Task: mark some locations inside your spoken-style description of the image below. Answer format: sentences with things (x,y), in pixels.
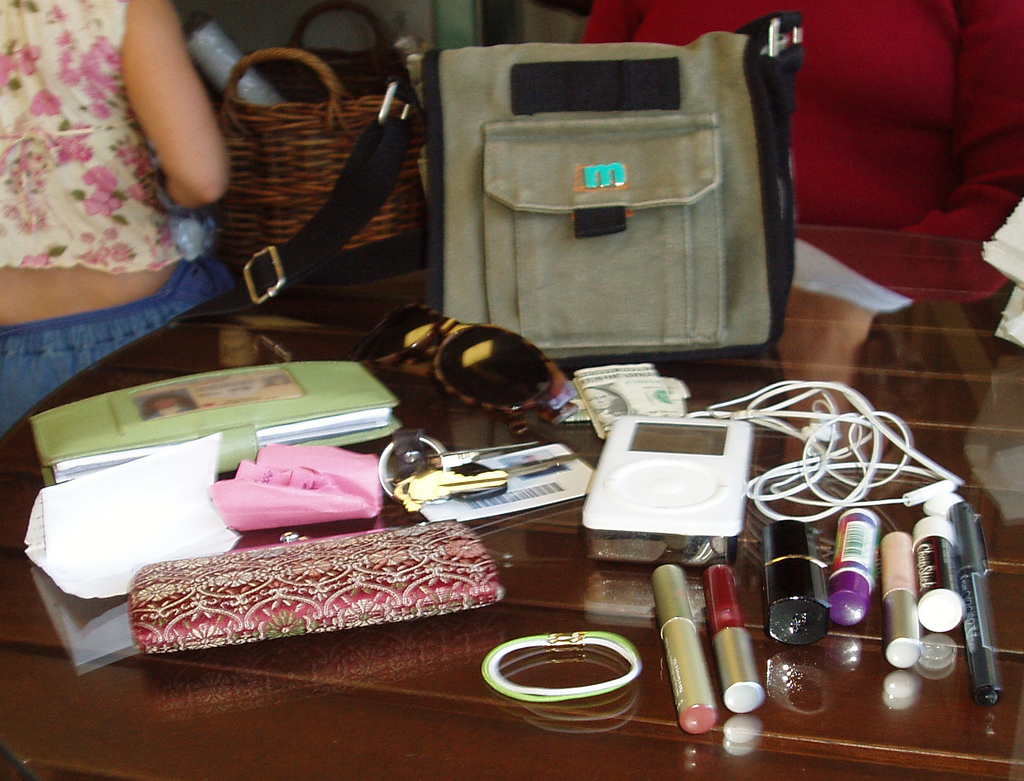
There is a table (107,700) in this picture on which some beauty accessories (842,583), wired earphones (800,474), iPod (651,481), wallet (366,561) and spectacles (456,353) were placed. There is a bag (526,218) on the table (401,393). In the background (152,146) there is a person (99,198) walking here.
